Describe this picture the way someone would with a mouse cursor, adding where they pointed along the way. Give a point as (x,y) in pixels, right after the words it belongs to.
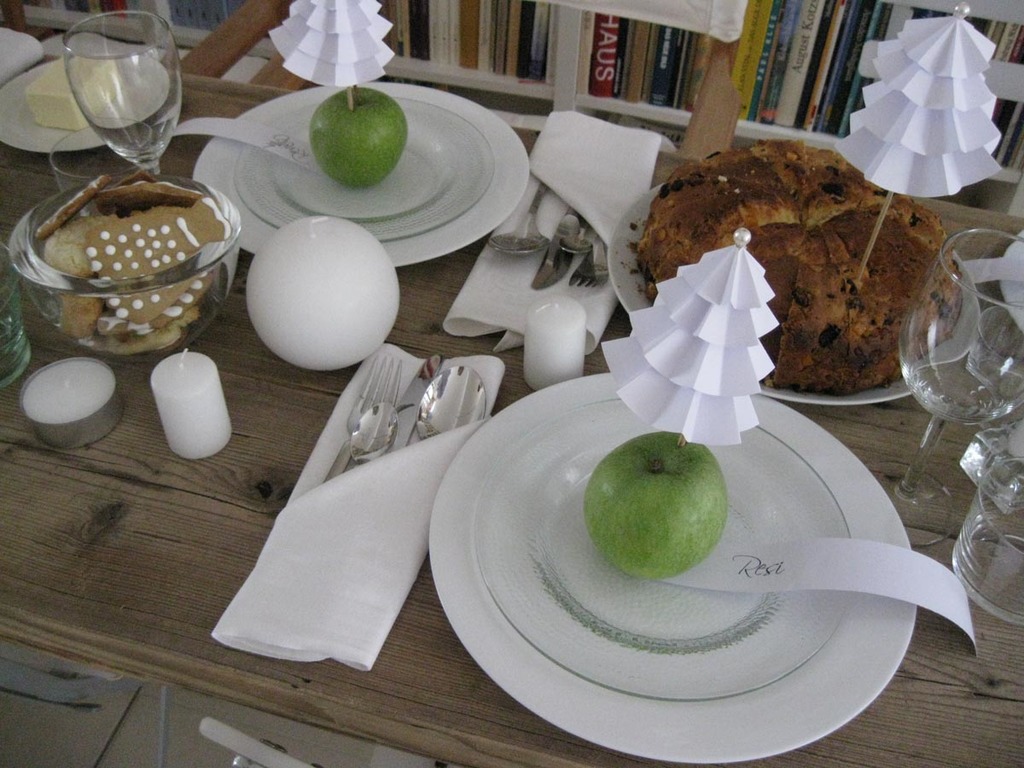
in this picture I can see a bookshelf (847,75) with books (825,7) and a table (190,608). I can see a cake (813,256) in the plate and couple of green Apples (380,172) in another plates (772,731) and couple of knives (549,271), forks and spoons (457,417) and few glasses (99,134) and a bowl (200,277) with some food (107,272) and candles (223,404) and couple of chairs (274,760) and cheese (41,101) in the plate (44,129) on the table (50,117).
